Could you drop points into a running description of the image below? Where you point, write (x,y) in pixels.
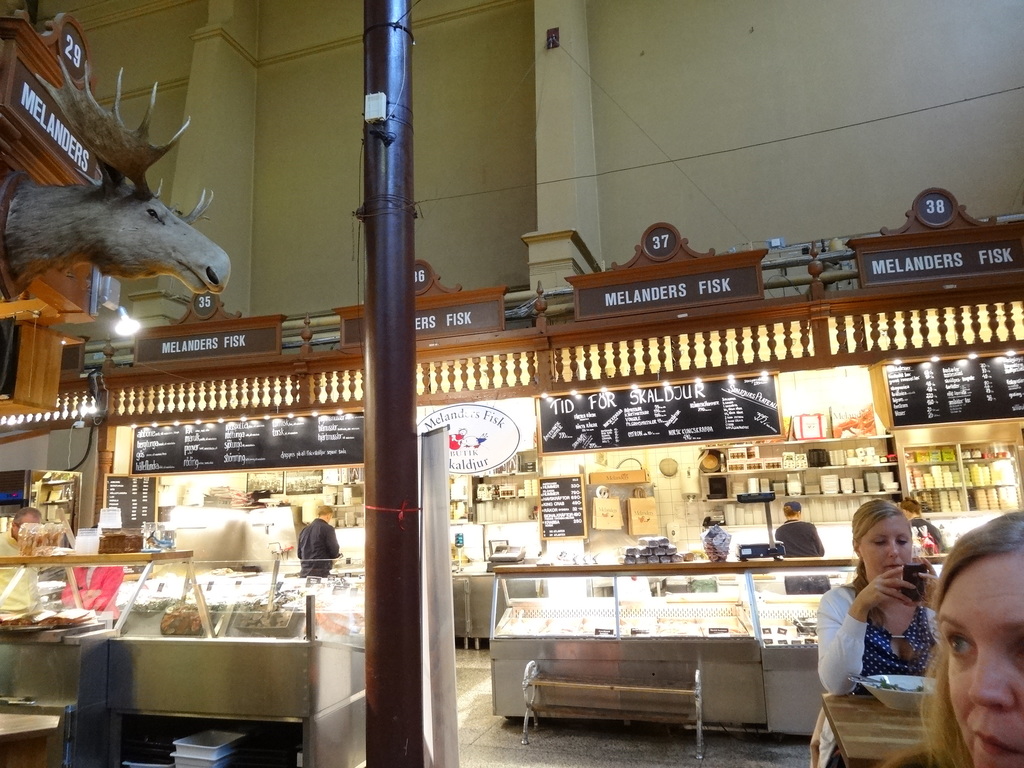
In this image I see a store (657,462) and I see many things (956,492) in these racks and I see boards (427,417) on which there is something written and I see few things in these glass containers (550,598) and I see 2 women (953,562) over here in which this woman (890,616) is sitting and holding a phone (917,579) in her hands (872,587) and I a pole (371,44) over here and I see few more boards (40,117) on which there are words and numbers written and I see the wall (625,96) and I see the lights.
